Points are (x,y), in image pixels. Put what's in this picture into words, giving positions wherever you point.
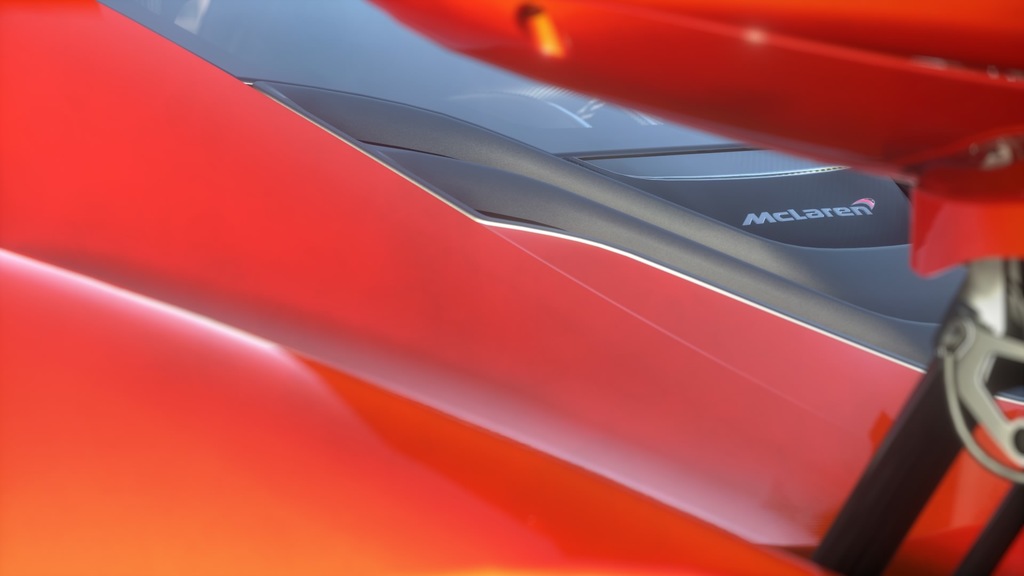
In this picture we can see a red McLaren car (259,249).
